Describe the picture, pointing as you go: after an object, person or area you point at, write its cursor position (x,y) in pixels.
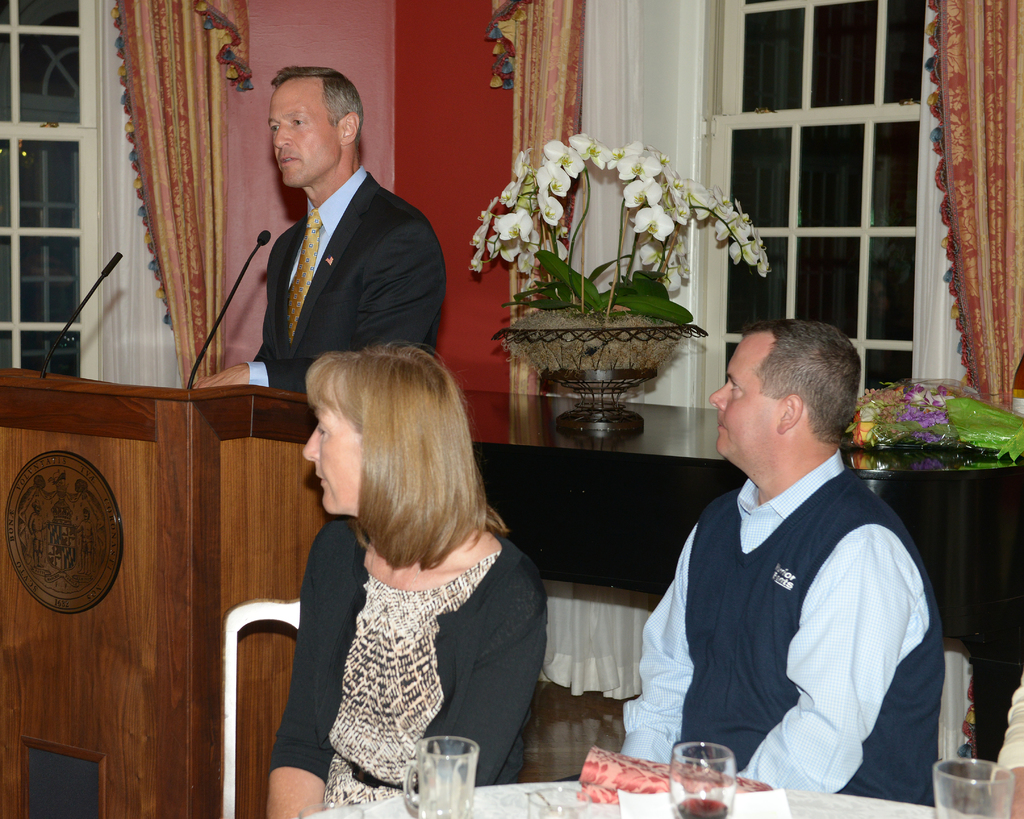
In this image we can see three persons (529,639) two are sitting on chairs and a person (306,241) wearing black color suit (278,257) standing behind wooden block (182,630) there are microphones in front of him and at the background of the image (639,377) there is flower vase (673,317), window (807,163), curtains (635,115) and at the foreground of the image (430,814) there are some glasses (439,797) on table (485,812).
